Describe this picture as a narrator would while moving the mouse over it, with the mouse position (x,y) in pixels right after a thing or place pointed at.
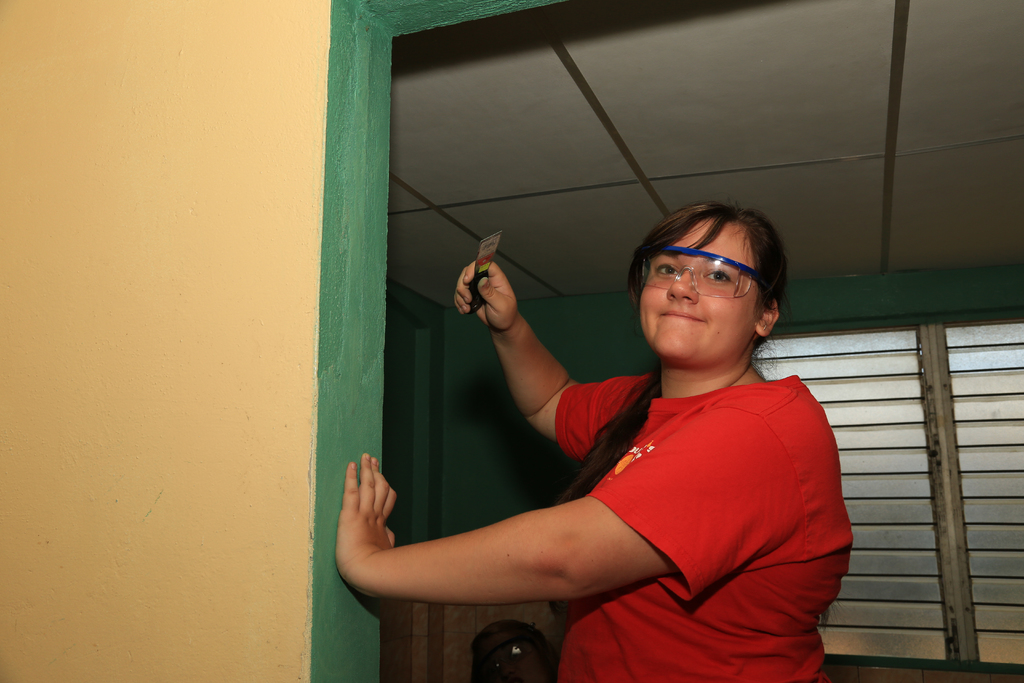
In this image we can see a person (664,316) and an object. In the background of the image (973,442) there is a wall (533,453), glass window (946,444) and other objects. At the top of the image (625,122) there is the ceiling (573,101). On the left side of the image (268,302) there is a wall (270,171).
